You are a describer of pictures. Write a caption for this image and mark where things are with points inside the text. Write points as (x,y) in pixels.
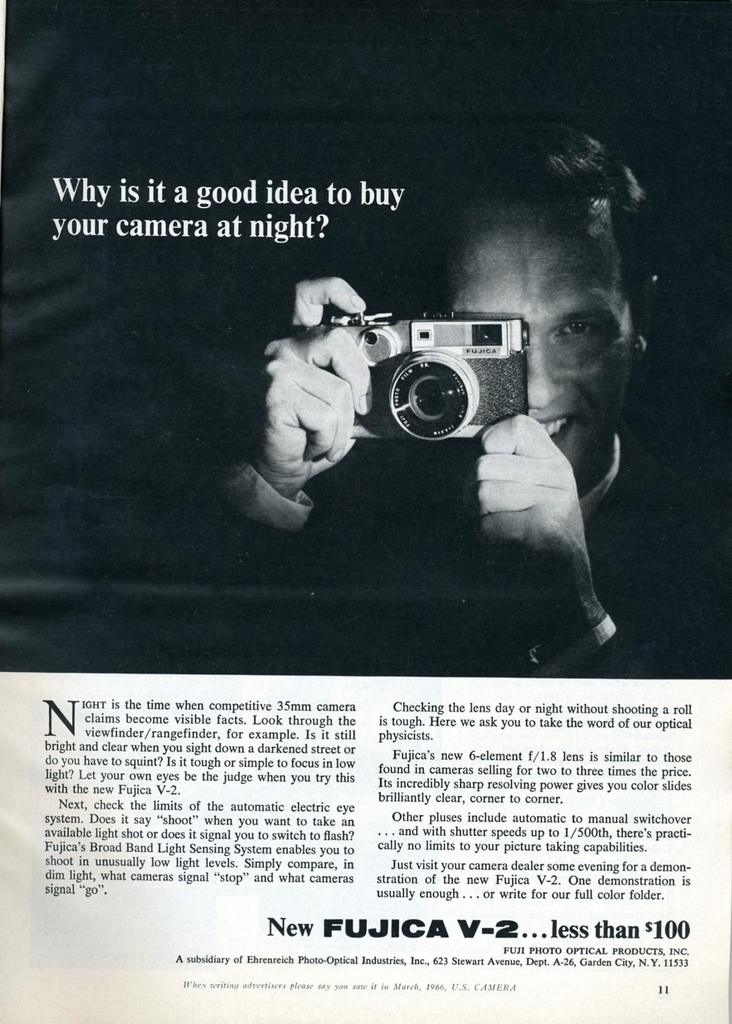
This image is a poster with a text (218,847) on it. In this image there is a man (512,454) and he is clicking pictures with a camera (418,421).
